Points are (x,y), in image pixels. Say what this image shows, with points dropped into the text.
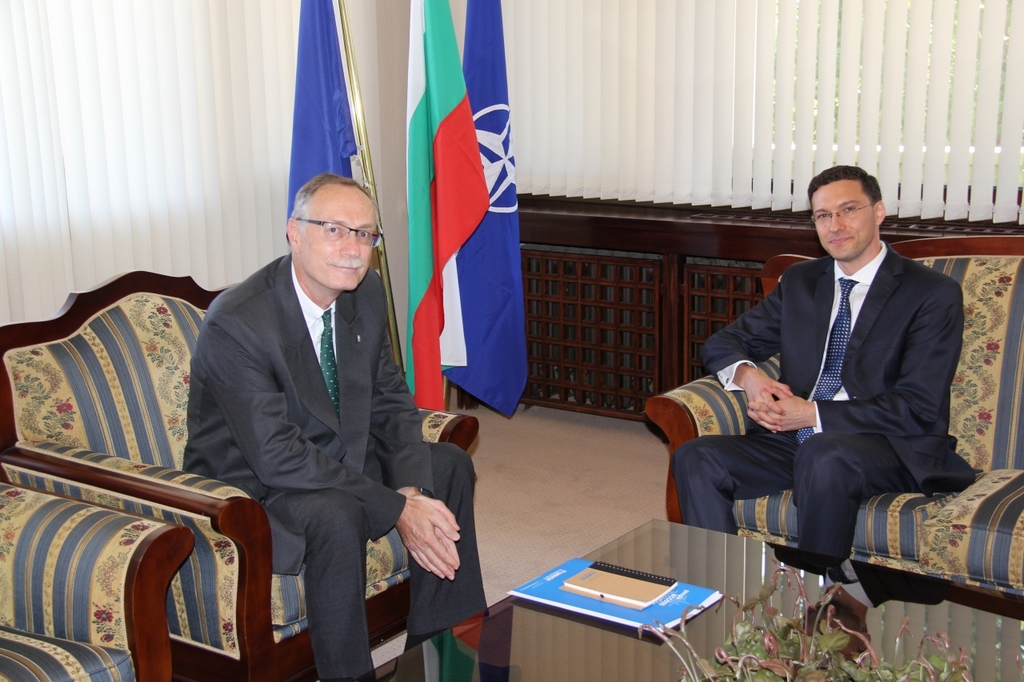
In this picture two black coat guys (239,357) are sitting on the sofa (186,392) and a glass table (774,549) is in front of them. Notebooks (706,595), flowers (664,630) are on top of it. In the background (508,300) we observe national flags (479,239) and curtains (161,152).
